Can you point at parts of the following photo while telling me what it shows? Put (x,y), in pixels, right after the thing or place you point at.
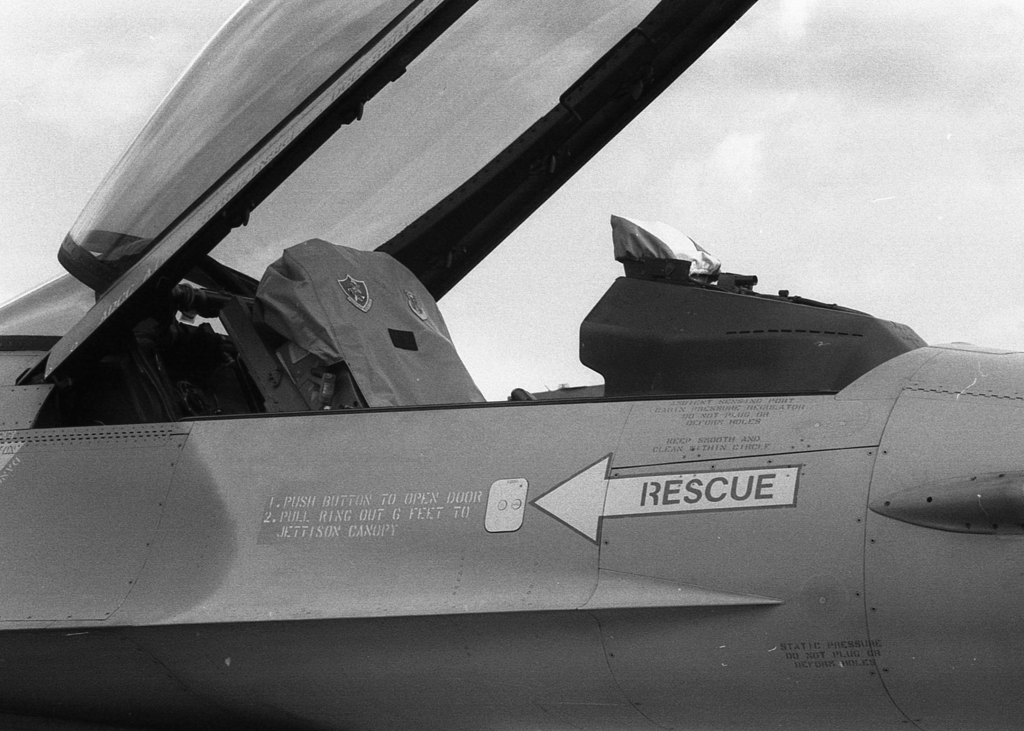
This is a black and white image. In the center of the image (458,252) there is a aircraft (797,395).
